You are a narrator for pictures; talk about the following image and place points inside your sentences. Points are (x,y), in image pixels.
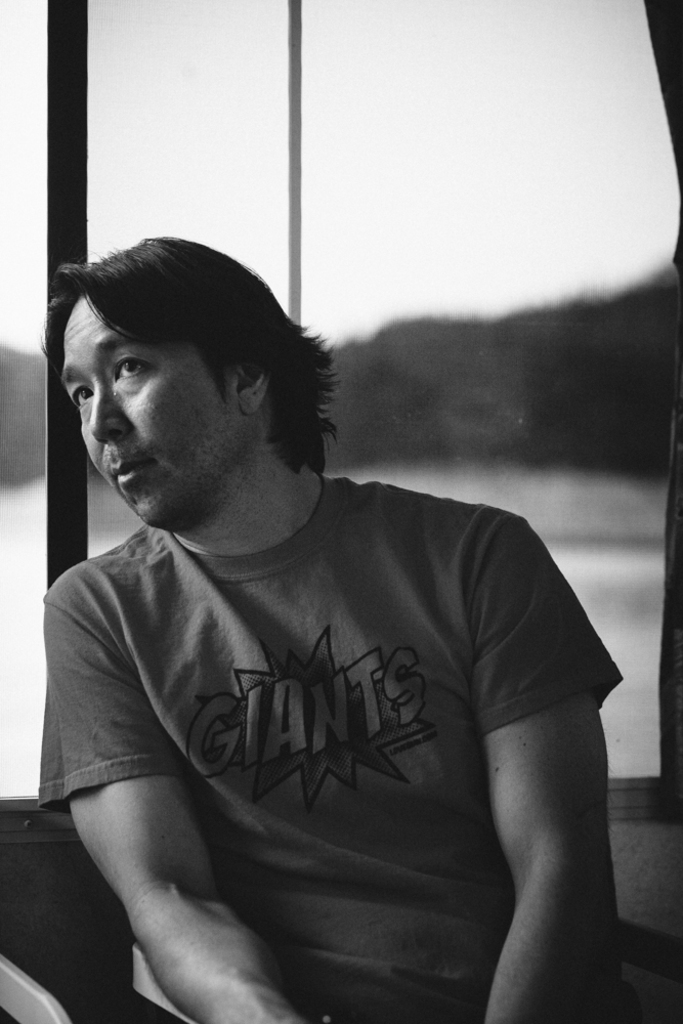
I see this is a black and white image and I see a man (283,977) over here who is wearing a t-shirt (353,899) and I see a word (268,737) written over here and I see it is blurred in the background (44,94).
